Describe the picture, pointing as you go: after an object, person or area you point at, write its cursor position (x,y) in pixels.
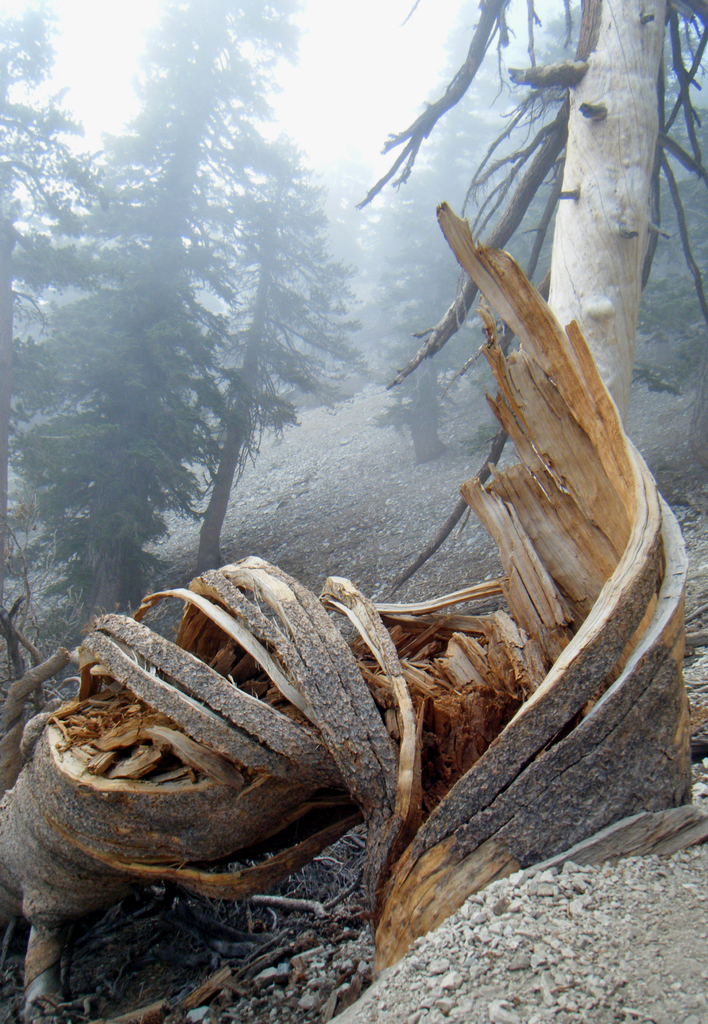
In the foreground of this picture (350,707), there are trees (417,288) and a broken trunk (417,702), small stones (535,928), ground (319,459), and the sky (339,81).
